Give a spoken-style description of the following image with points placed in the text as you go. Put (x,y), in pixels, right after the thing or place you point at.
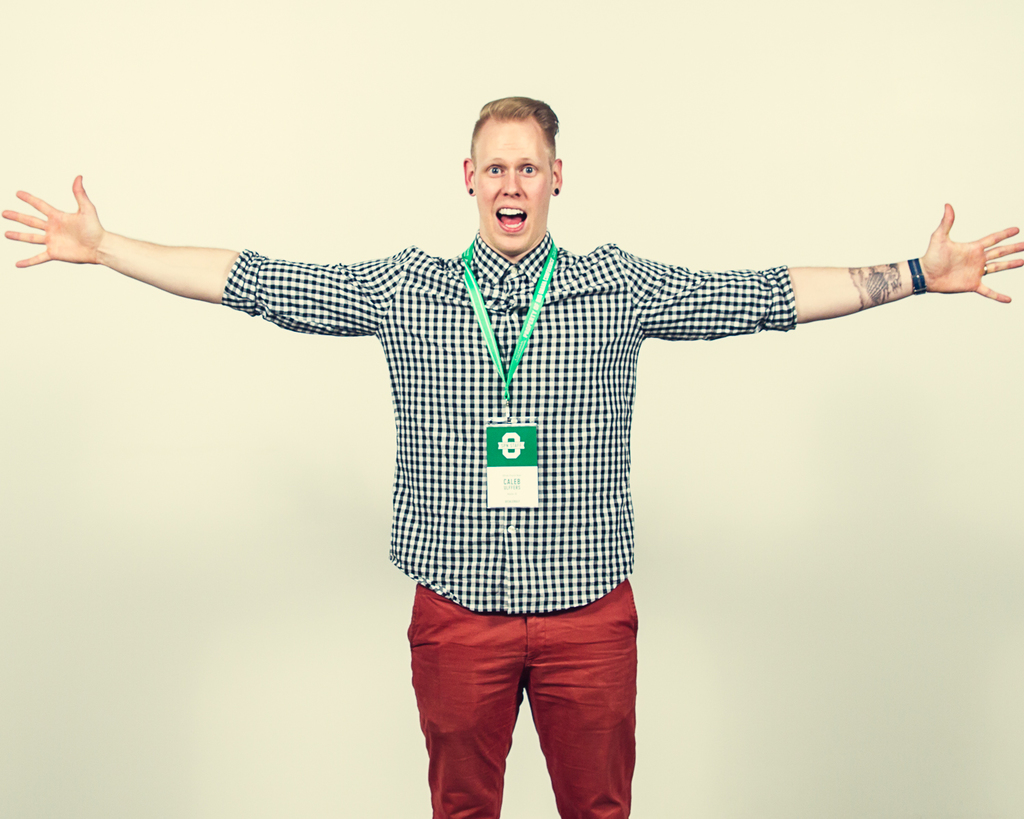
In this image I can see a person (564,414) wearing black and white shirt (578,384) and red color pant (574,688) is standing. I can see the cream colored background (246,114).
